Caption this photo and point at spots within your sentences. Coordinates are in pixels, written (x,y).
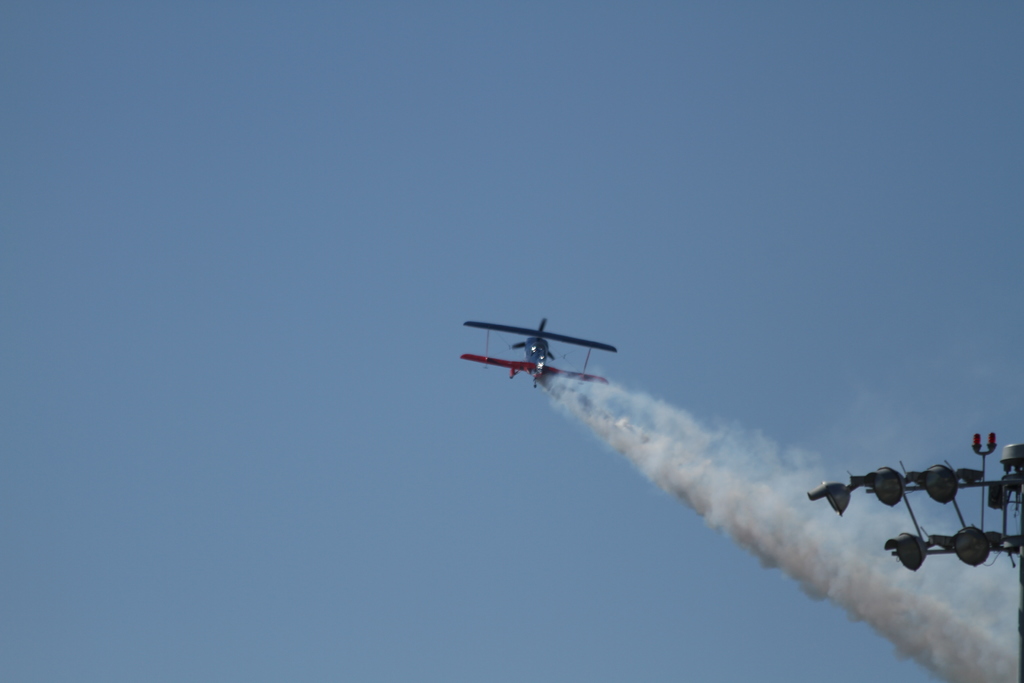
In this image at front (1020,600) there is a light pole (1008,548). At the back side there is a biplane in the air (706,306). At the background (427,319) there is sky (204,306).
